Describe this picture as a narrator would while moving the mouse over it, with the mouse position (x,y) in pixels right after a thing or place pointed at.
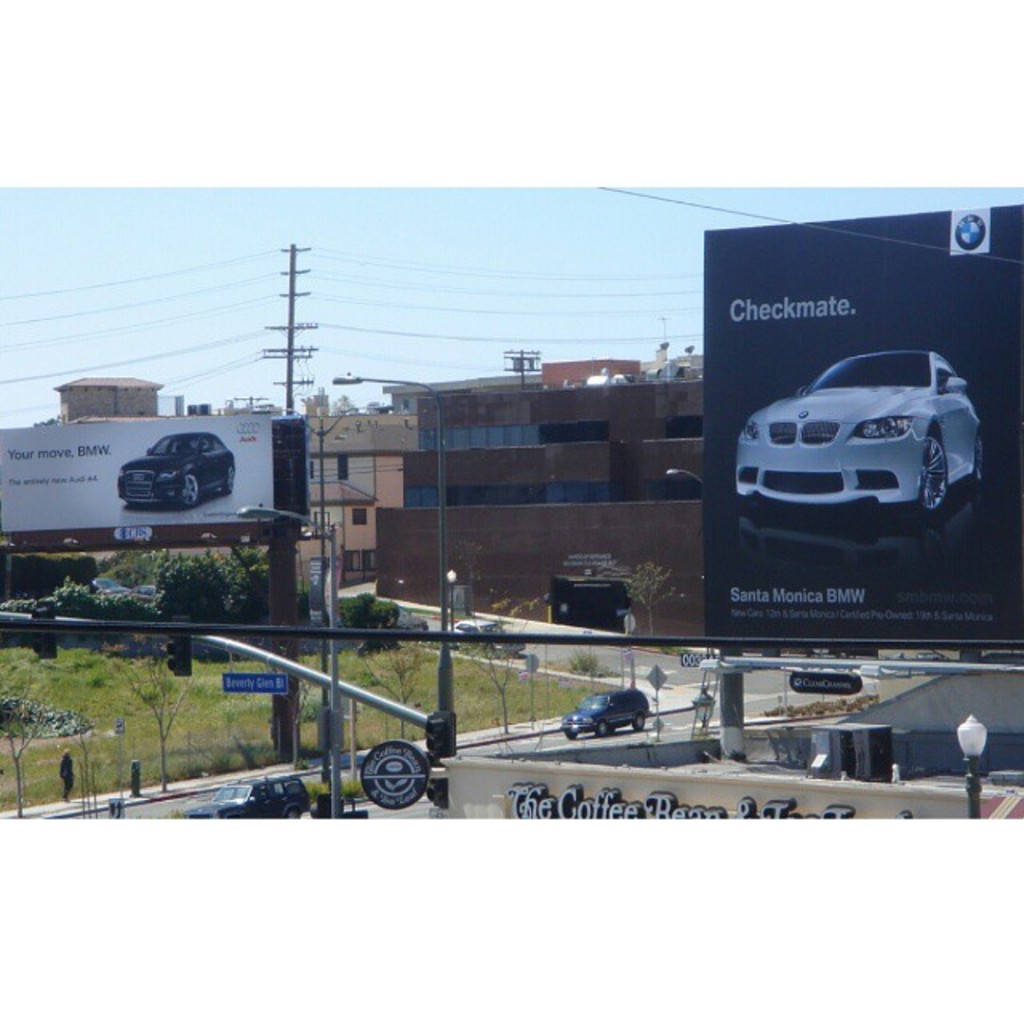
In this picture we can see vehicles (277,813) and a person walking on the road (624,736), banners (780,442), poles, name board (282,681), buildings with windows (658,496), trees (244,548) and in the background (630,232) we can see the sky (650,256).
